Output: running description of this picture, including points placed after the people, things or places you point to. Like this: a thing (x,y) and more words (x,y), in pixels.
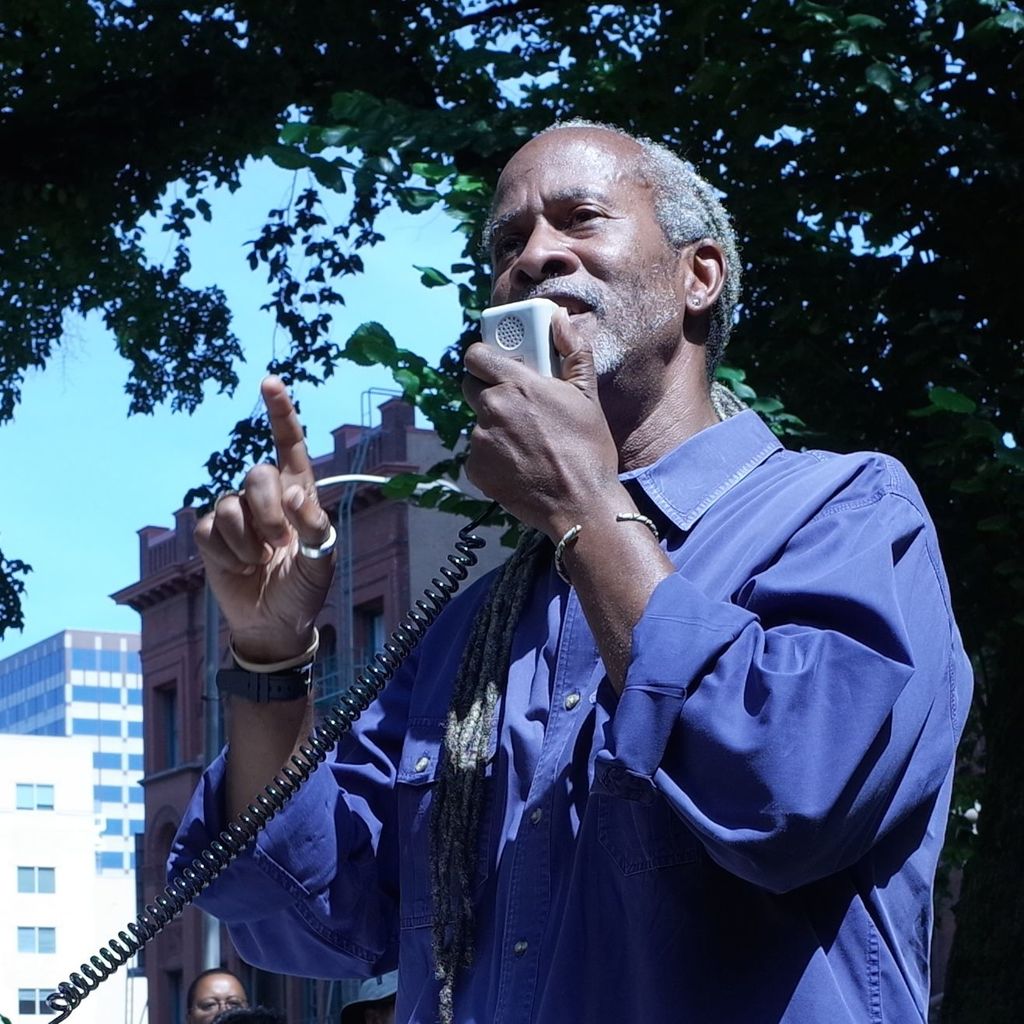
This picture shows a man (296,636) standing and speaking with the help of hand walkie talkie (534,314) and we see few buildings (143,591) and couple of trees (121,263).
